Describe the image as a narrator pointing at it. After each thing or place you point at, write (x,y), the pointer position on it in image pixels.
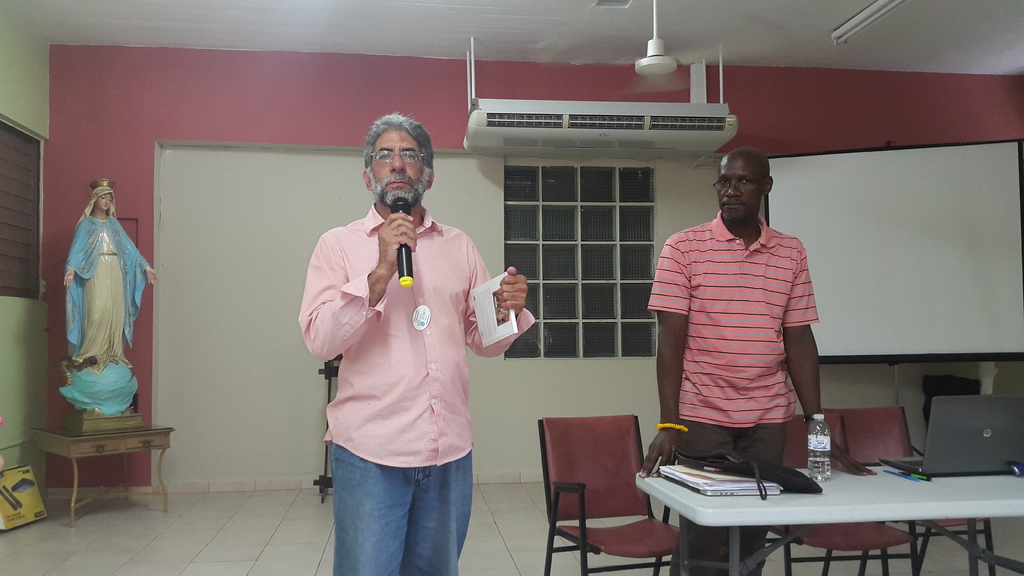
in a room (37,386) there is a goddess Mary sculpture (150,266) at the corner and there is a man (415,371) holding microphone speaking in it and holding paper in hand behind him there is another man (710,361) standing in front of a table (904,520) where there are so many books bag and water bottle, pens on it and a projector screen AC (525,133) and fans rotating in the room (484,512).
